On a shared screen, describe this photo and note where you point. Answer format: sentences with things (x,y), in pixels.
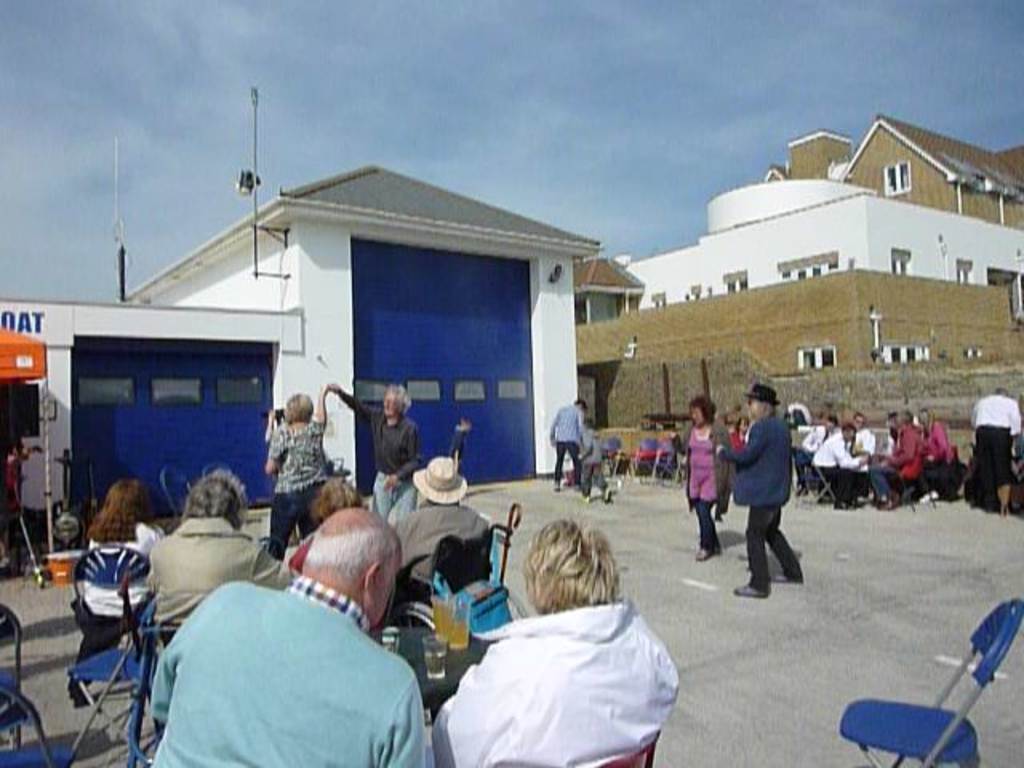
In the image in the center (343,507) we can see few people (325,629) were sitting and holding some objects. In the background (450,74) we can see the sky (445,4), clouds (272,98), buildings (711,250), poles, tables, chairs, windows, few people (836,460) were sitting and standing and few other objects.
